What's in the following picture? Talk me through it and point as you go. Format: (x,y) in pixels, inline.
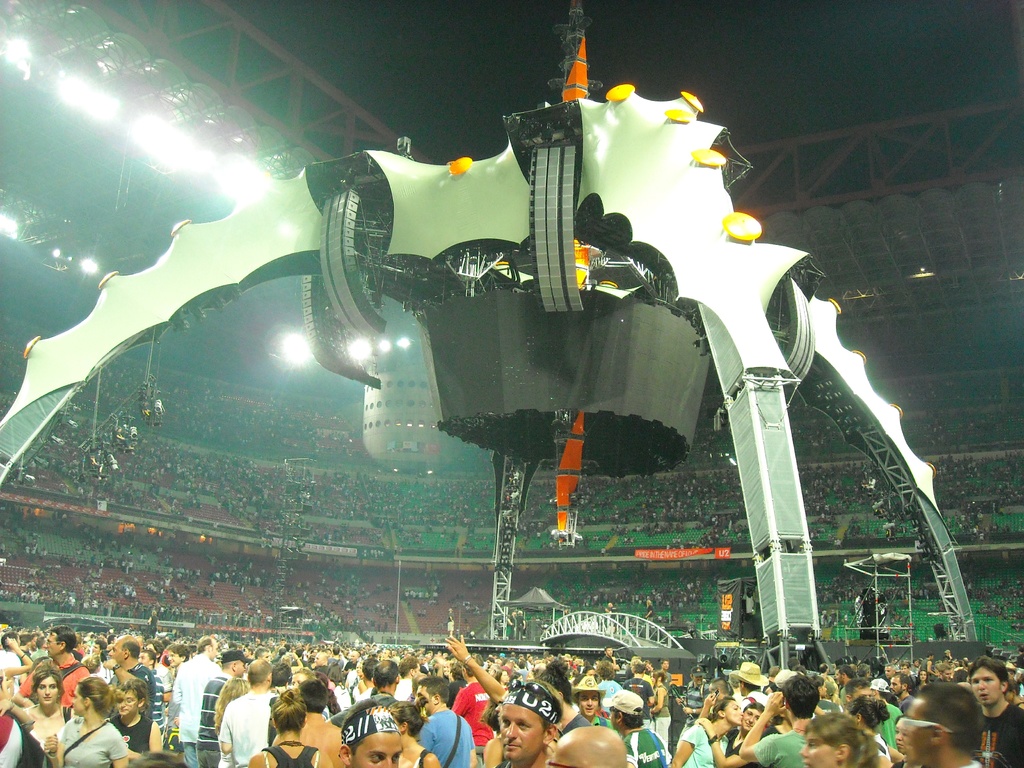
In this picture I can see group of people (553,685) are standing. Here I can see a stage (680,421). In the background (539,566) I can see lights (170,124) and some other objects (663,617).
